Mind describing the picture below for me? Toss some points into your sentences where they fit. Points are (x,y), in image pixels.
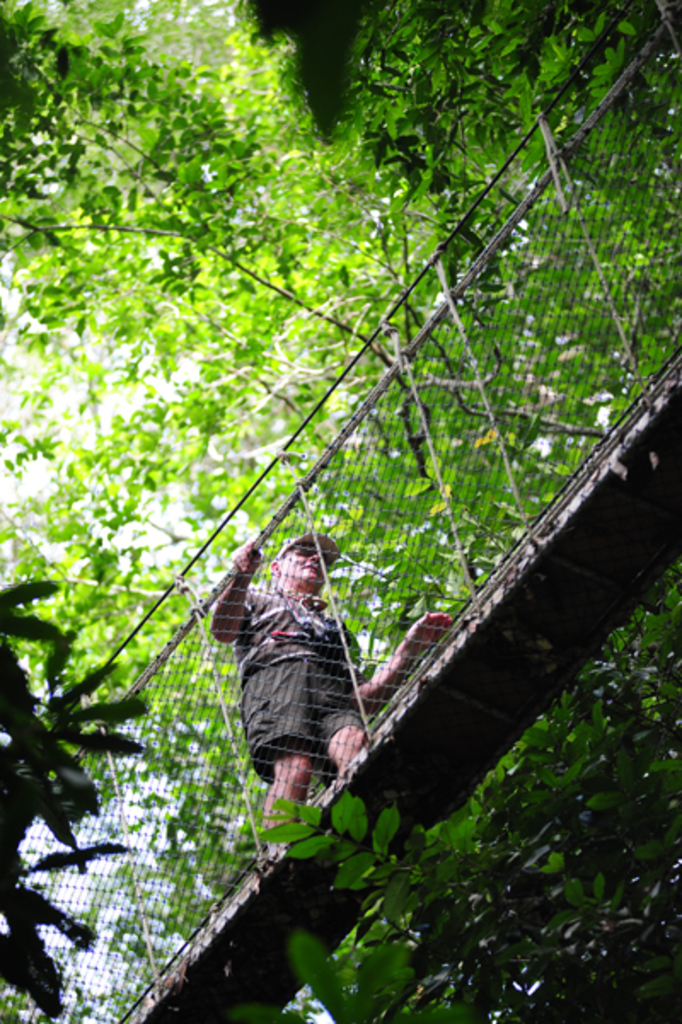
In this picture there is a man (346,705) walking on bridge (209,930) and we can see fence (396,518), trees (366,621) and leaves (178,815).
